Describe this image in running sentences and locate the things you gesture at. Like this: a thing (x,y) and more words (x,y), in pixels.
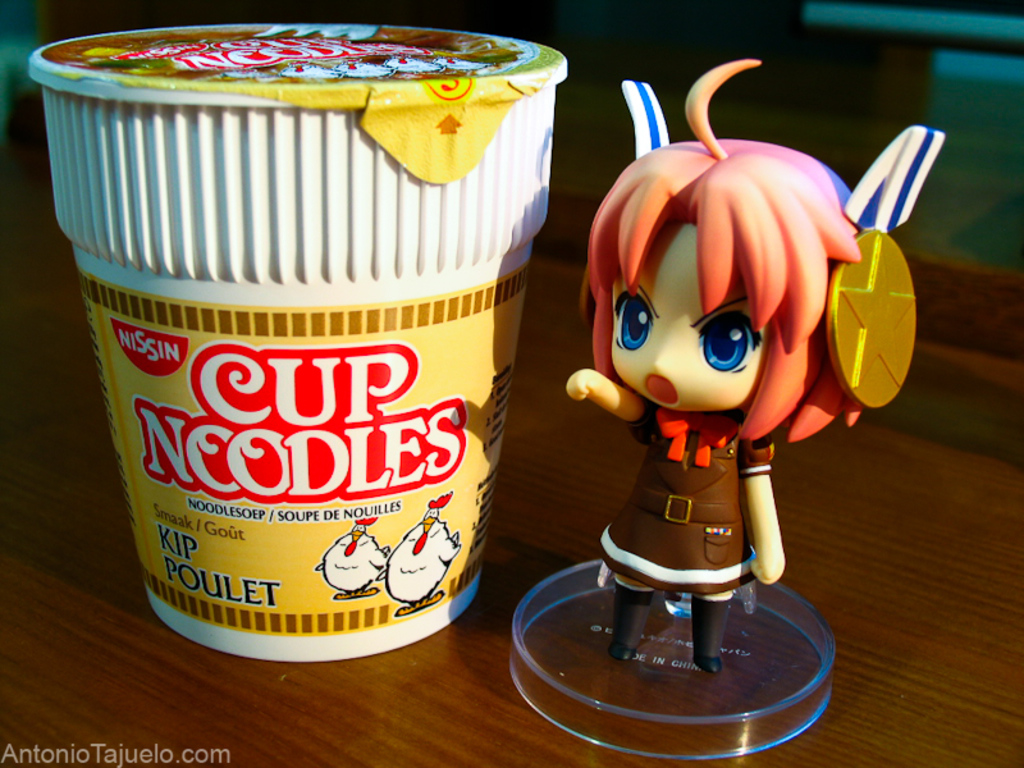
As we can see in the image there is a table (270,729). On table (52,545) there are cup noodles (343,464) and toy (656,228).
